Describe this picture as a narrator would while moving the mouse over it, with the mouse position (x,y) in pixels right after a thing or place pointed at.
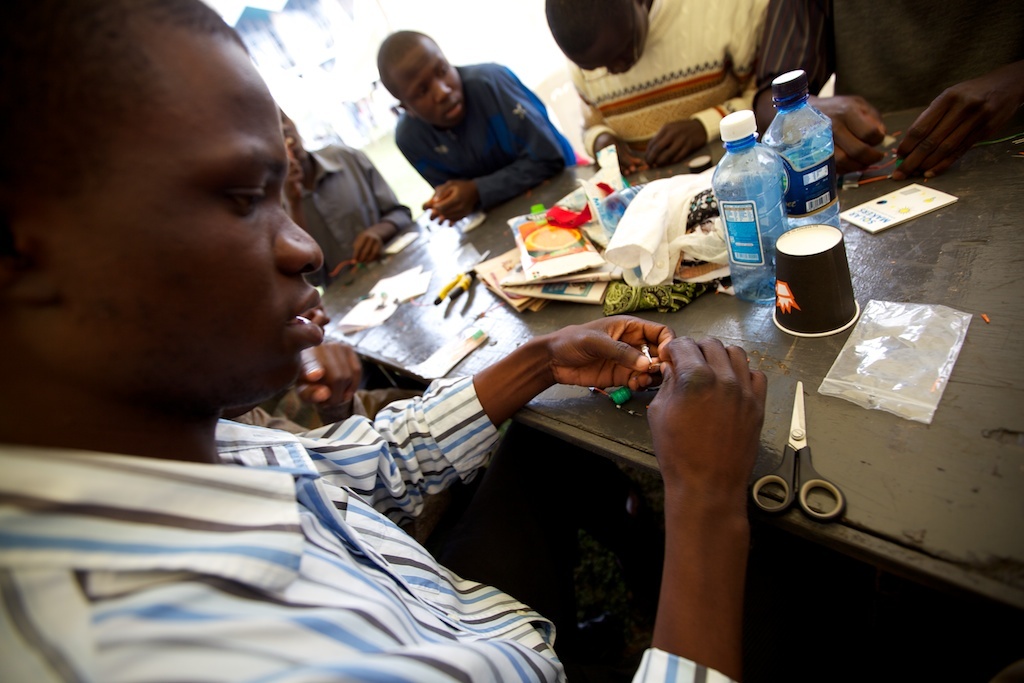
As we can see in the image there are few people (779,35) sitting on chairs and there is a table (924,467) over here. On table (830,461) there are scissors (808,468), cover (869,363), glass (850,291), bottles (819,198), book (503,284), tissues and papers (518,278).
